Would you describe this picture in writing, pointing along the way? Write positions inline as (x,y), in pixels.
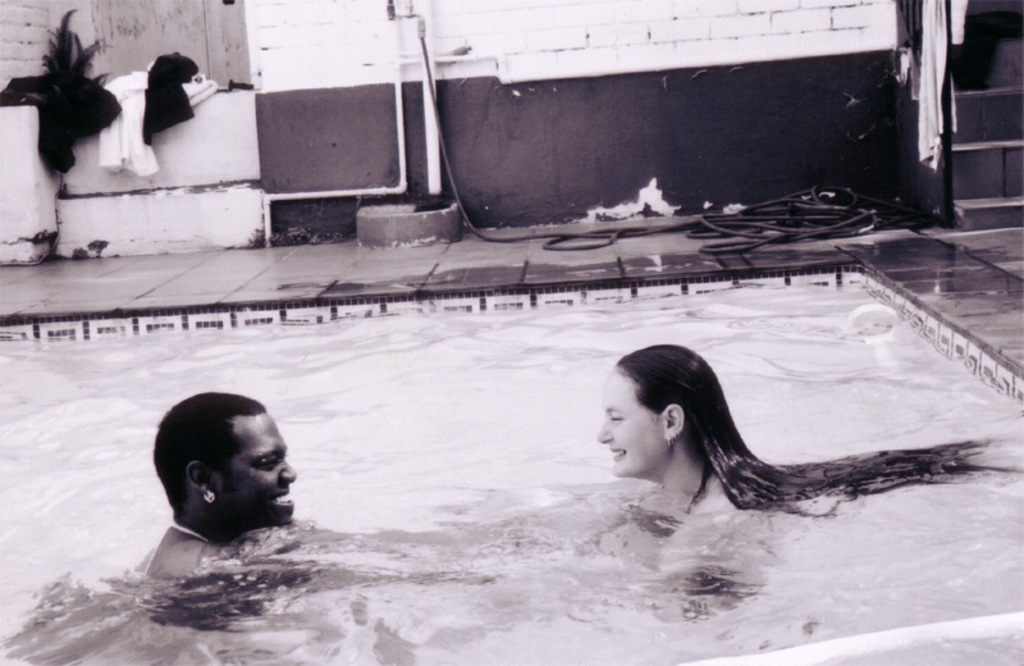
In the foreground of the picture (662,336) there is swimming pool (281,561), in the pool (378,516) there are two persons (617,461) swimming. In the center of the picture (473,227) there pipe (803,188), clothes (915,43), tap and wall (408,133). In the background (69,68) towards left (61,59) there is a plant (55,58). On the right (993,147) it is staircase (1000,156).
